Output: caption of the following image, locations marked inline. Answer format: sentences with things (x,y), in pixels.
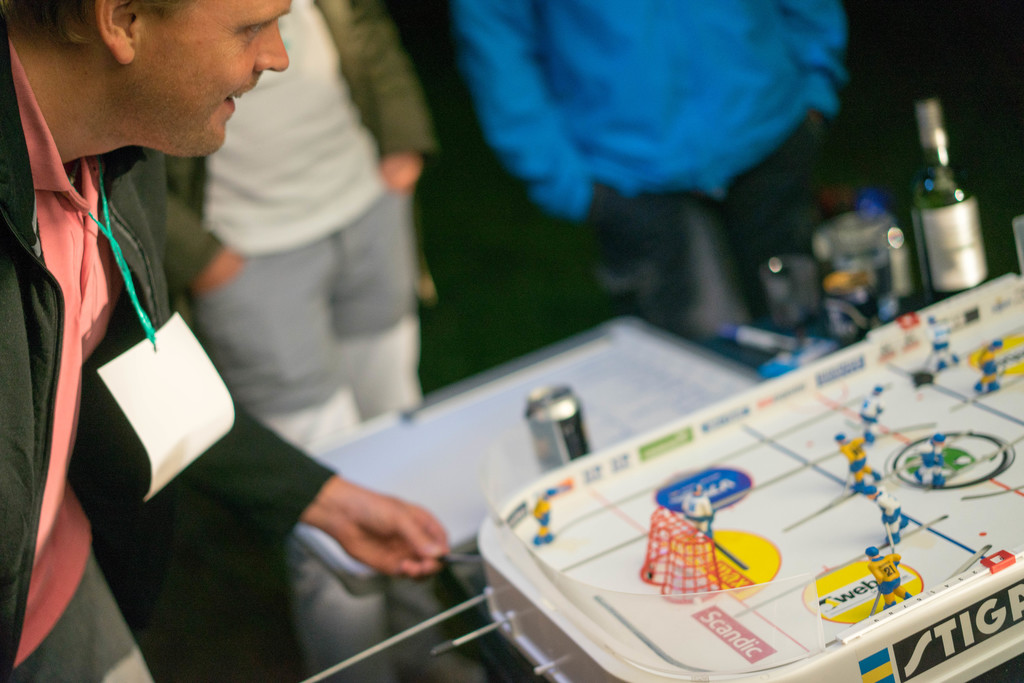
There is a man (99,591) standing in front of the table (433,494) and behind the table (445,471) there are bottles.
